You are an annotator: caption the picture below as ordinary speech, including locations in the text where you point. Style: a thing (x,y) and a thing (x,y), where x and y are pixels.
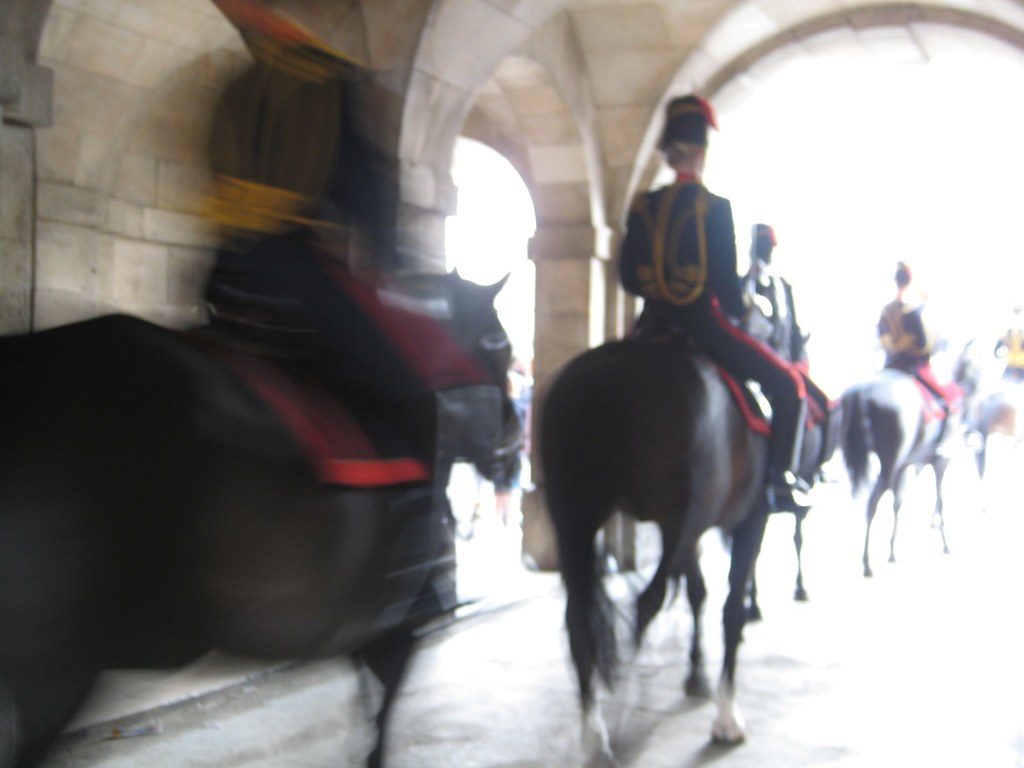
In this image we can see a few people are riding the horses (594,408), on the left side of the image (203,157) we can see the pillars (552,245) and the wall (427,36), also we can see the background (870,196) is white.
